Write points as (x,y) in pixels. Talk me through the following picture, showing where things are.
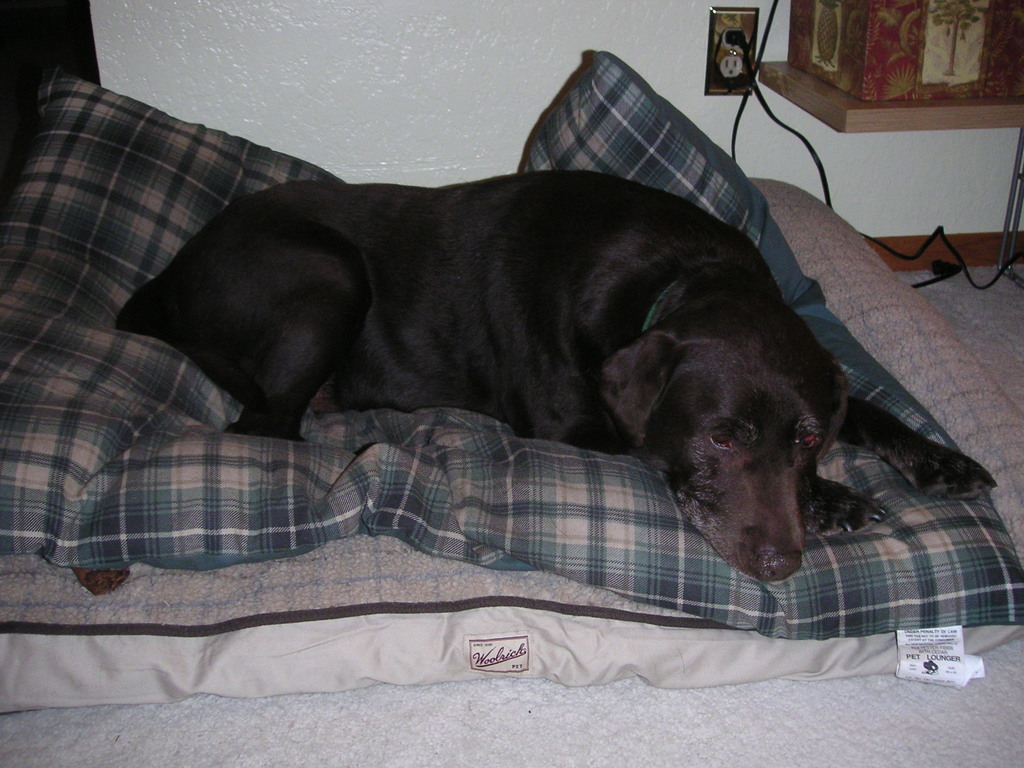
In this image in the center (662,262) there is one dog (622,336) sleeping on the bed (378,595), at the bottom (657,635) there is bed (953,622). And in the background (793,39) there is wall (779,138), wire (859,235), plug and some box (830,75).
